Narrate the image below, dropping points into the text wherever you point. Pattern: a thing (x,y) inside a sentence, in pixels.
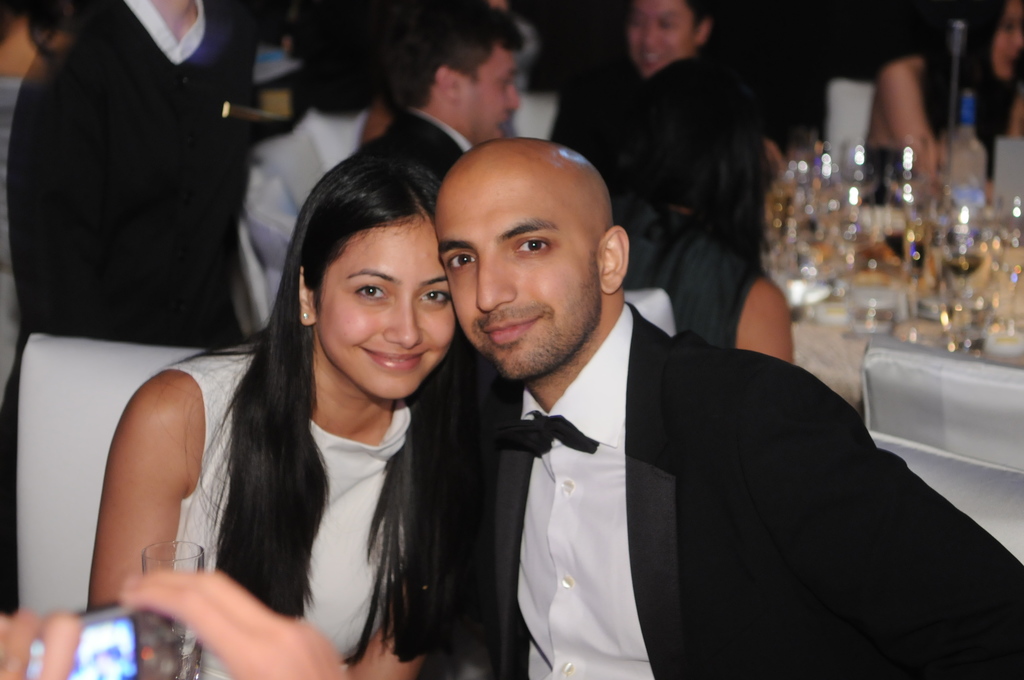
In this picture there is a bald man (555,452) who is wearing suit (660,539), beside him there is a woman (444,420) who is wearing white dress (359,574). Both of them are sitting on the chair (89,536). In the bottom left corner (56,671) I can see the person's hand (235,668) who is holding a camera (104,620). In the back (563,109) I can see many people (117,140) who are sitting on the chair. On the right (853,240) I can see many wine glasses (848,210) which are kept on the table (989,302).
